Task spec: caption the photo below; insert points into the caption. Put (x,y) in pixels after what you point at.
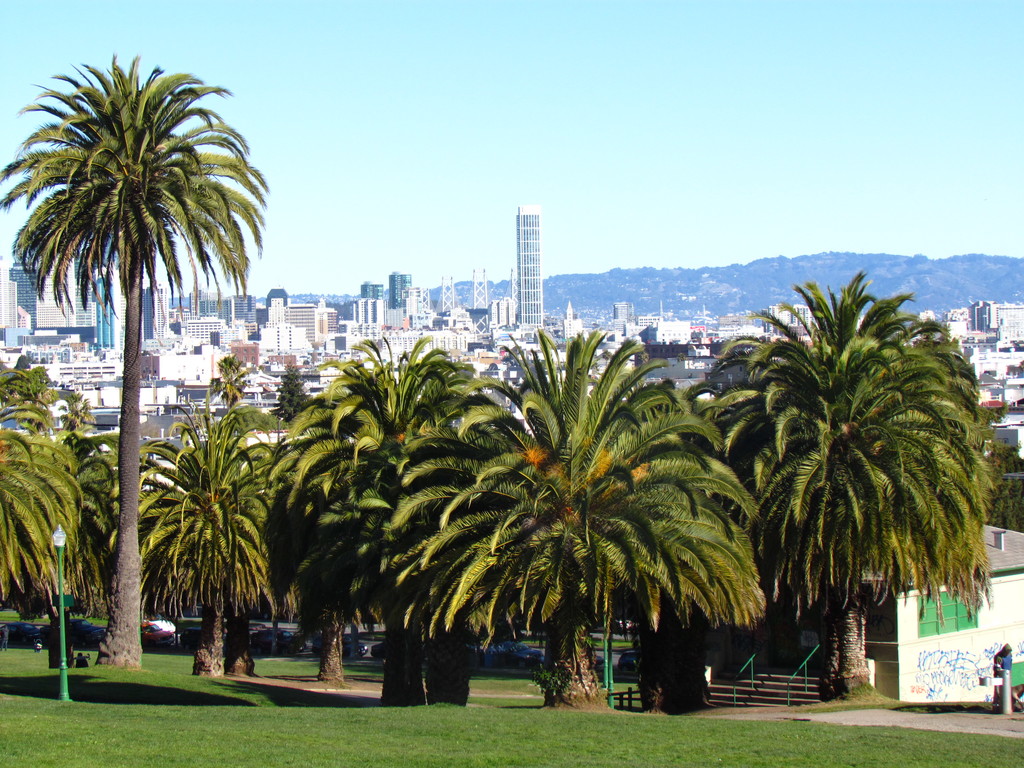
In the foreground (411,512) I can see grass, poles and trees (701,539). In the background (381,304) I can see buildings (365,306), towers (525,282) and mountains (750,284). On the top (531,204) I can see the blue sky (540,167). This image is taken during a day.
